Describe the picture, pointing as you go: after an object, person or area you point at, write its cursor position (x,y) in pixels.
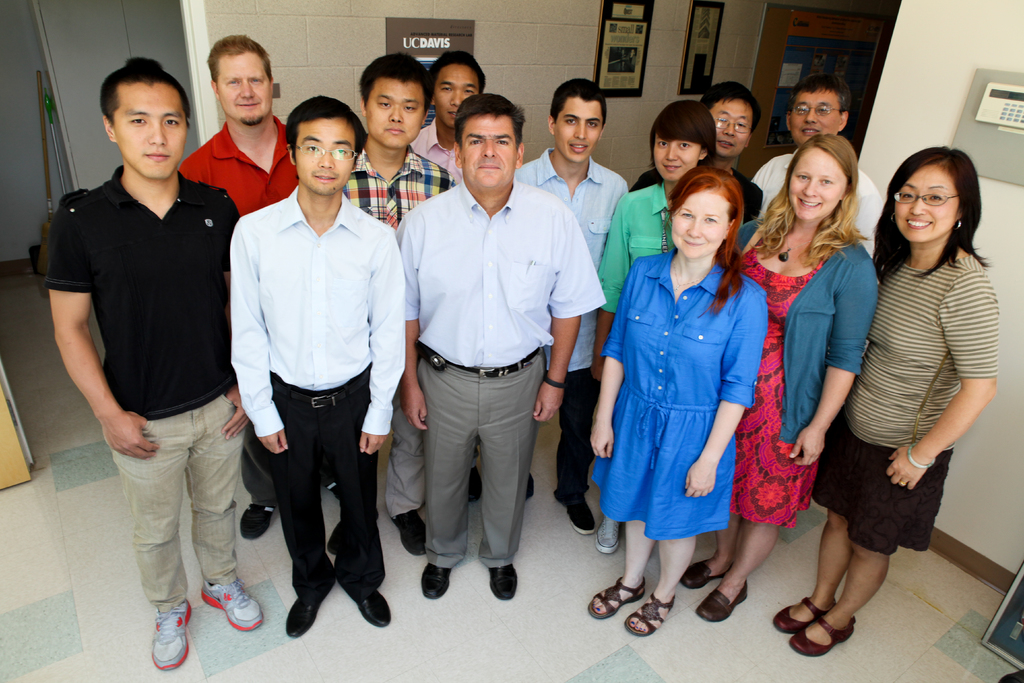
In the image we can see there are many people (536,217) standing, they are wearing clothes (565,269) and shoes (225,593). This is a floor (559,595), wall (897,86), door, frame (608,51), stick (55,146) and a device (992,122). These are the spectacles (942,204) and bracelet (911,451).
